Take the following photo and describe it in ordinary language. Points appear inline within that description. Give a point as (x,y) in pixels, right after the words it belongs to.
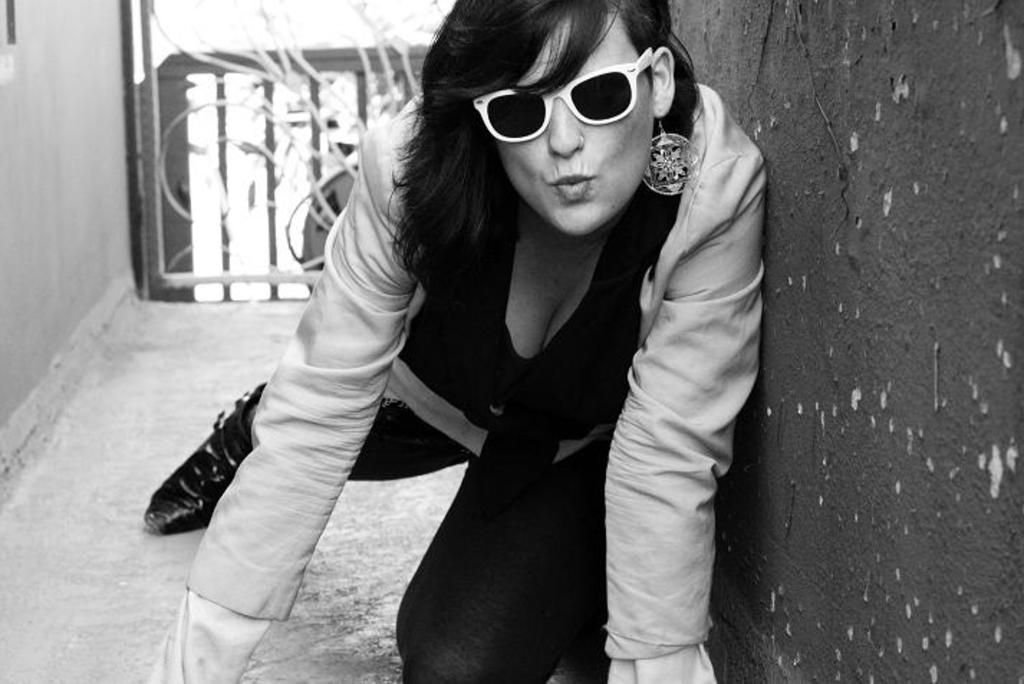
In the center of the image (479,381) we can see a person (515,411) is wearing glasses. On the right side of the image (849,259), there is a wall (849,293). In the background (160,283), we can see some objects (181,208).
